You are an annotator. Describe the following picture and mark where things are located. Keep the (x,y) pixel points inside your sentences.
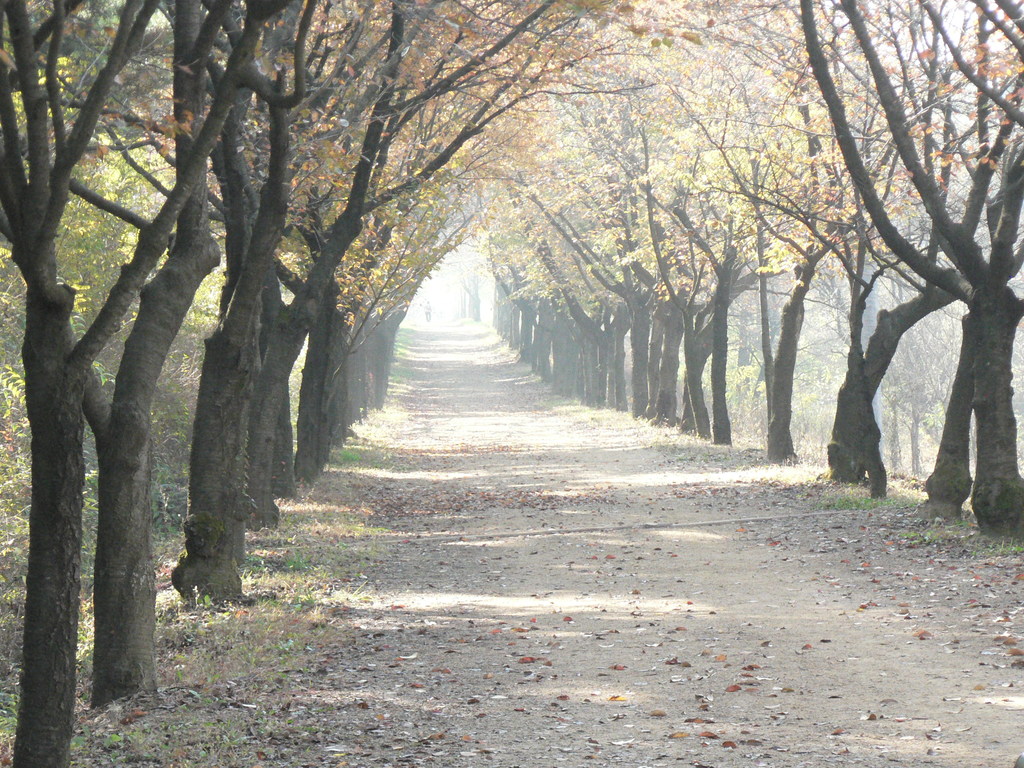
In this image we can see the road (666,597), we can see grass (328,574), dry leaves (162,721) and trees (865,223) on the either side of the image.
